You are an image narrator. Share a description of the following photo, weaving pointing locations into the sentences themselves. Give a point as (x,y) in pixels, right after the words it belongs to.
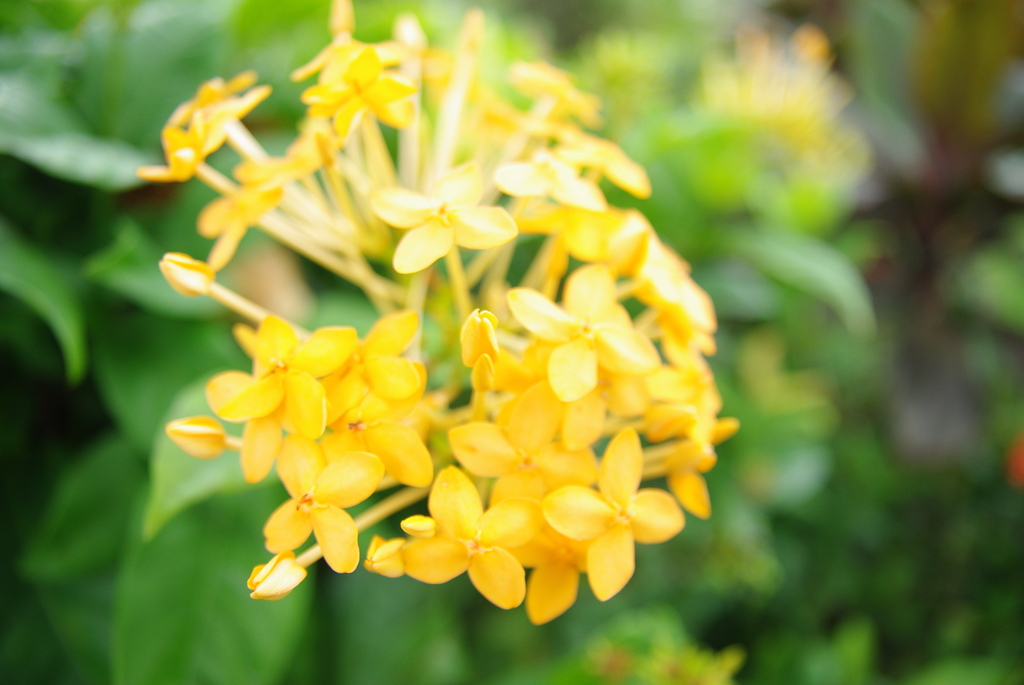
In the center of this picture (415,357) we can see the yellow color flowers (462,235). In the background (955,382) we can see the plants (819,202) and some other objects (951,344).
